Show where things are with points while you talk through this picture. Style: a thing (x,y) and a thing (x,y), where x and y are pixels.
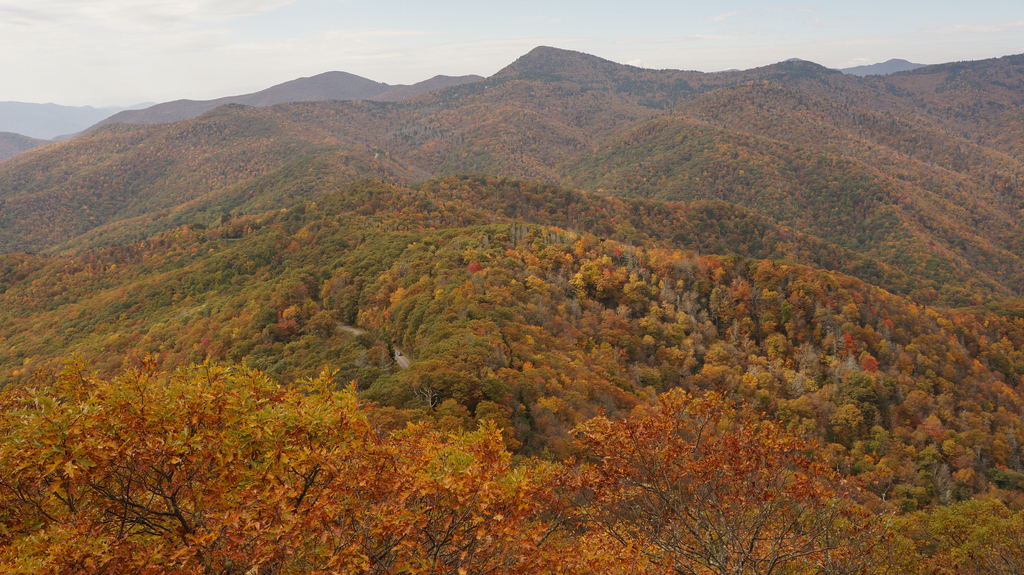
In this picture we can see trees (260,377) and hills (398,191). At the top of the image (197,44), there is the sky (249,44).
